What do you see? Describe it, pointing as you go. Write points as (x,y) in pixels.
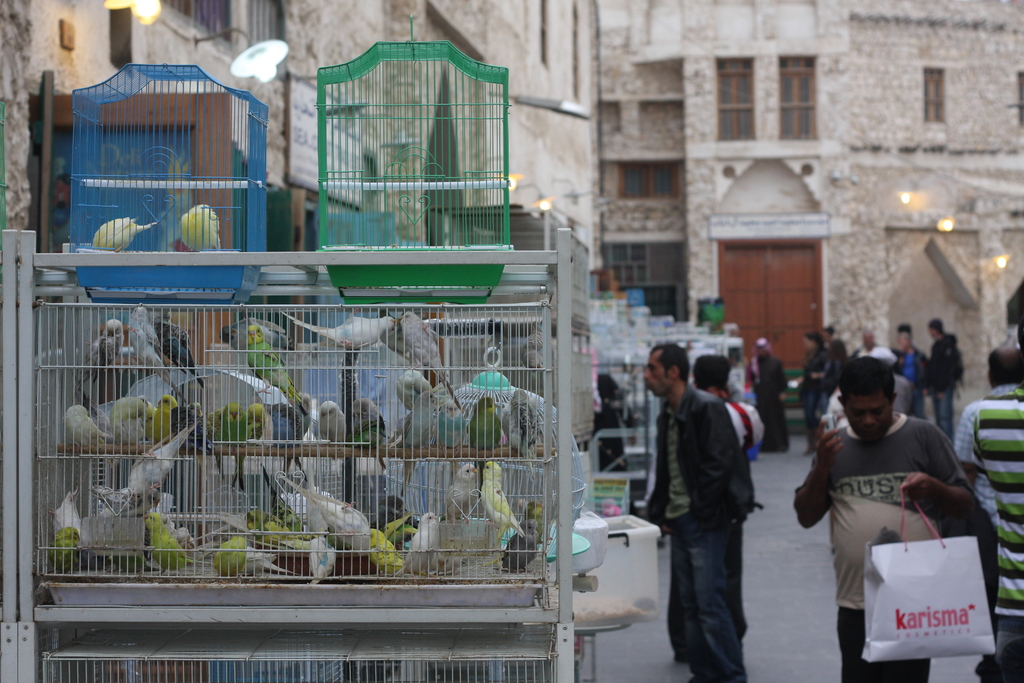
In this picture we can see birds (128,244) in cages (507,588), group of people (943,383) on the ground (768,526), lights (117,5) and some objects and in the background (497,43) we can see buildings (624,28) with windows (809,98).
